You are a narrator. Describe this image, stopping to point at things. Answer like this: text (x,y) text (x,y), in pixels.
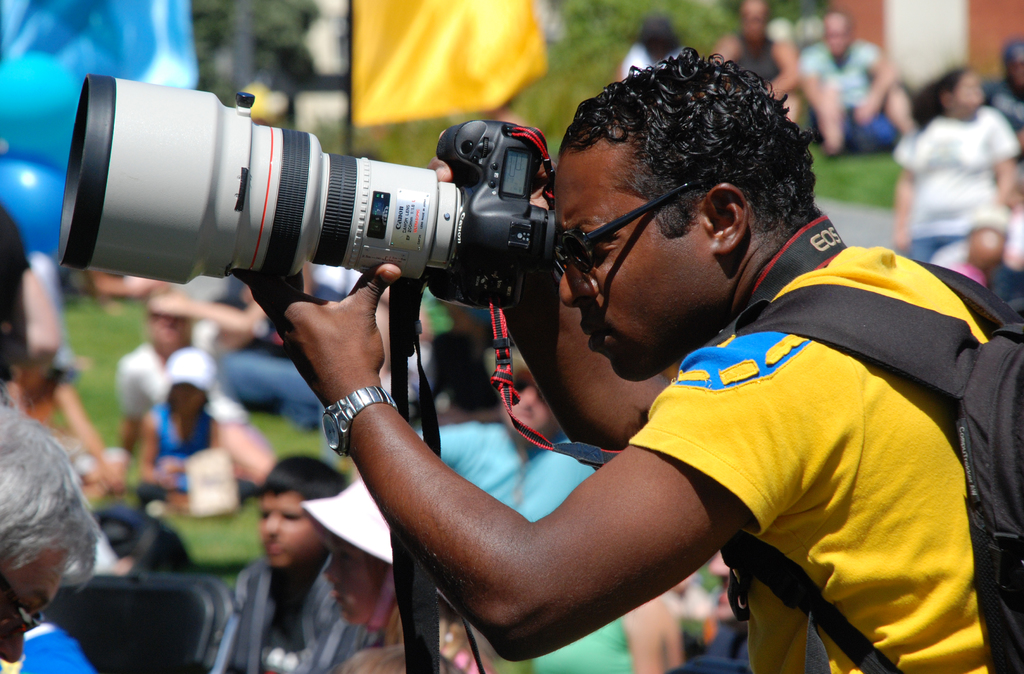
There is a man (639,531) standing and holding camera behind him there are lot of people (960,206) sitting beside a flag (480,88).
